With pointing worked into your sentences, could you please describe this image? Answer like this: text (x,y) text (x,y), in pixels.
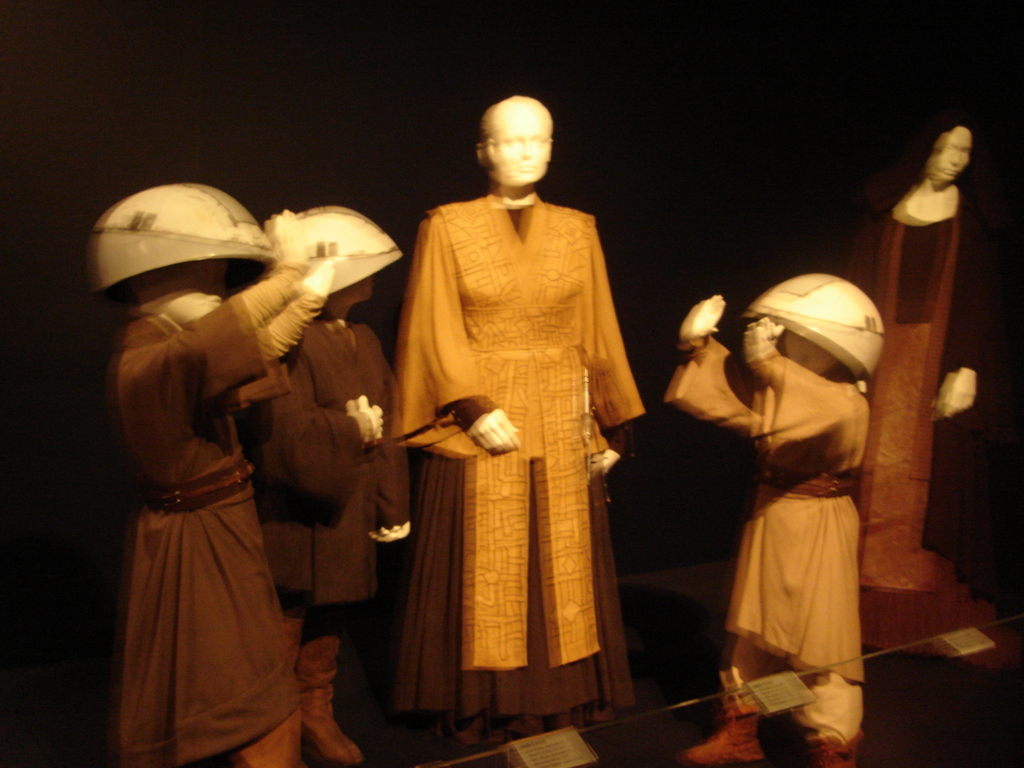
In this image I can see group of mannequins (486,284) standing. In front (482,503) I can see the dress (555,553) in brown color and I can see the dark background (25,56).
